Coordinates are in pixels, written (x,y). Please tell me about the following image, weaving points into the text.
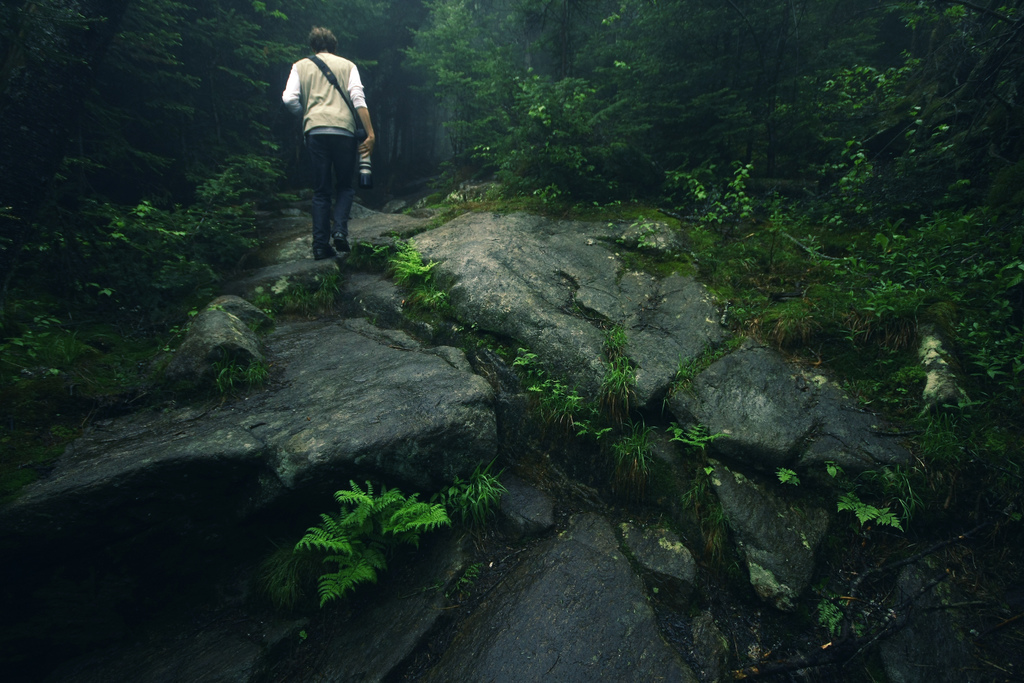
This picture is taken from the forest (495,212). In this image, in the middle (384,343), we can see a man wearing a strap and holding an object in his hand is walking on the stones (343,299). On the right side (796,103) and left side (137,42), we can see some trees (633,64) and plants (664,177). At the bottom (884,461), we can see some plants (313,300) and stones (357,441).
